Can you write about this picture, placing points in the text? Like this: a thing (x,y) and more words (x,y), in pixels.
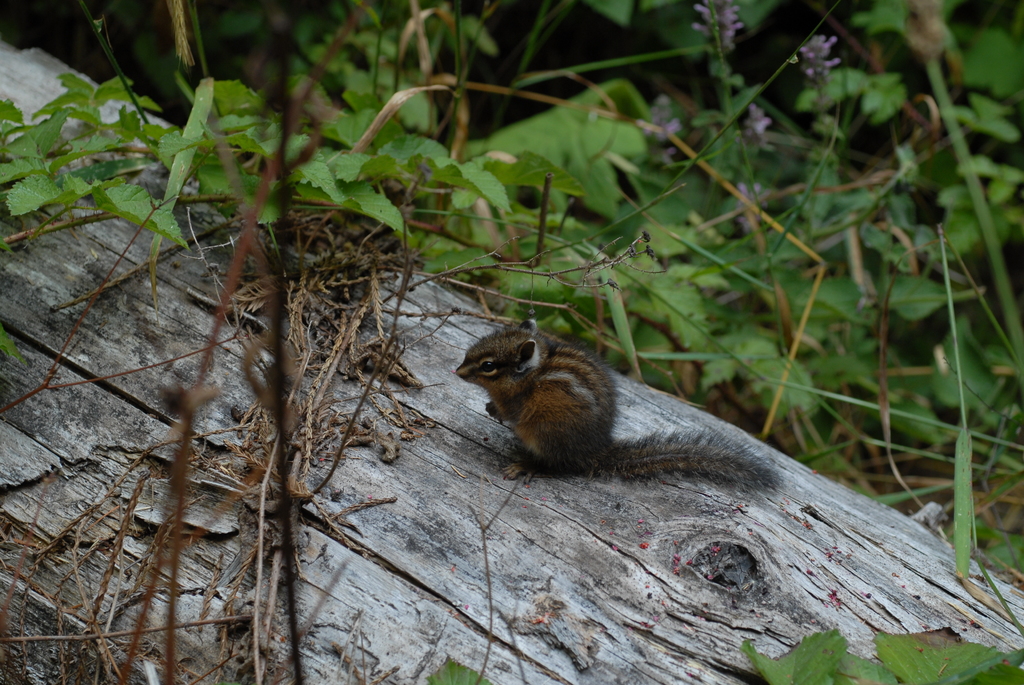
In the image in the center (368,442), we can see one wood (438,487). On the wood (540,487), we can see one squirrel (582,403). In the background (558,163) we can see plants (188,47).
